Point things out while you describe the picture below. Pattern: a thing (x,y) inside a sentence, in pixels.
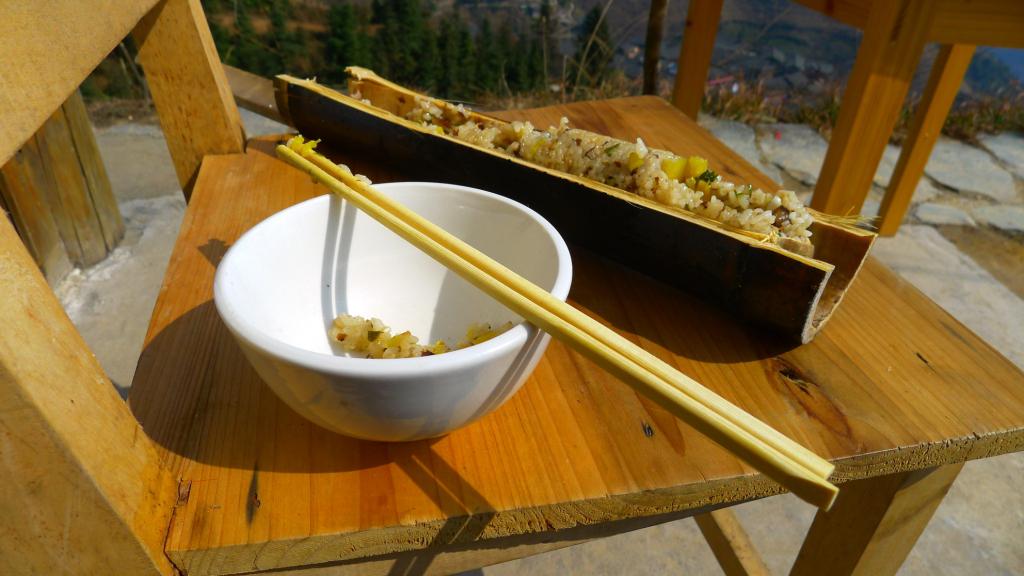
As we can see in the image there is a chair (253,432). On chair (336,454) there is a white color bowl (332,385), chopstick (518,307) and food (490,143).
